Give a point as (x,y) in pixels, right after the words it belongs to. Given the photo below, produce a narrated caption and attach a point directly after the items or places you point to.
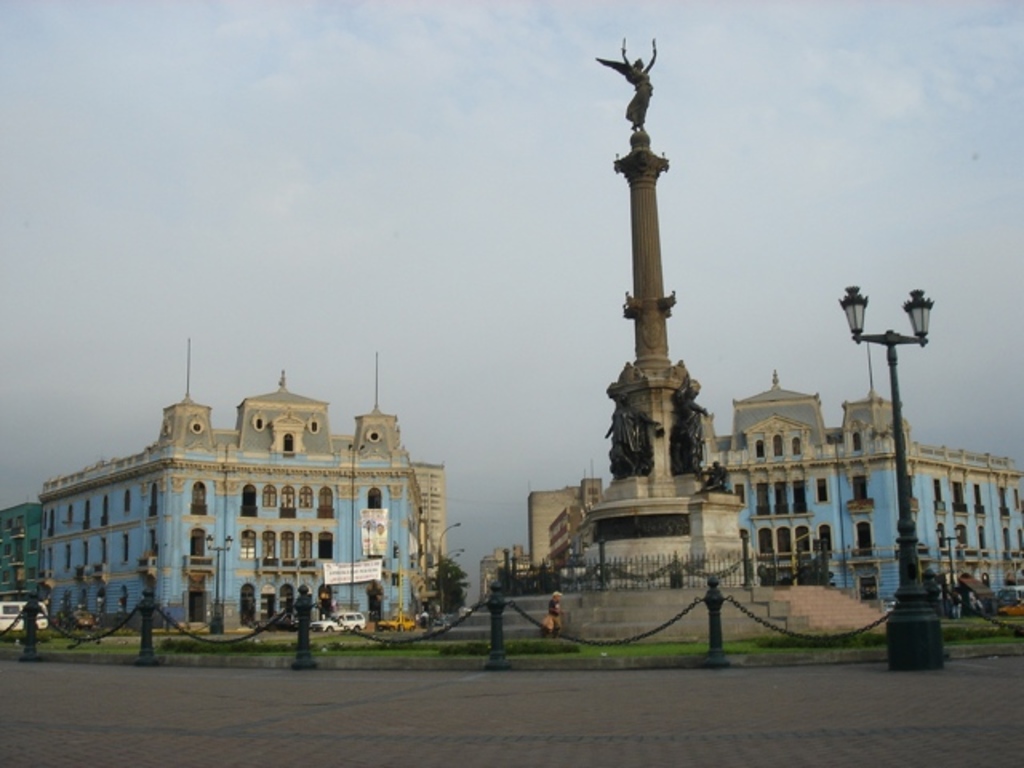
In this picture we can see a statue (634,84) on the pole (661,422) and in front of the pole (659,264) there are statues (630,441), poles (902,564) with light (860,309) and other things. Behind the statue (637,115) there are buildings (763,469), trees (449,593) and a sky (467,189).
